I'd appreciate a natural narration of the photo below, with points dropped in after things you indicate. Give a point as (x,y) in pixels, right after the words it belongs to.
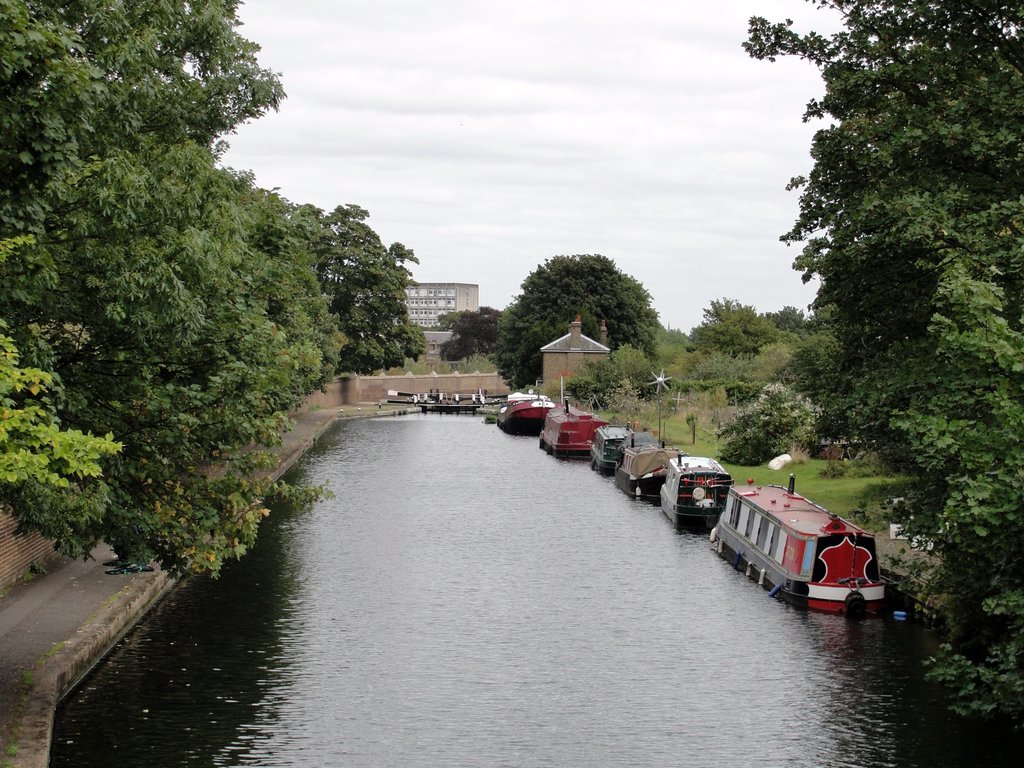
In this image we can see water (444,514), boats (633,444), trees (782,369), house (548,377), buildings (421,322), lights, grass (812,479), sky (572,227) and clouds (376,128).
